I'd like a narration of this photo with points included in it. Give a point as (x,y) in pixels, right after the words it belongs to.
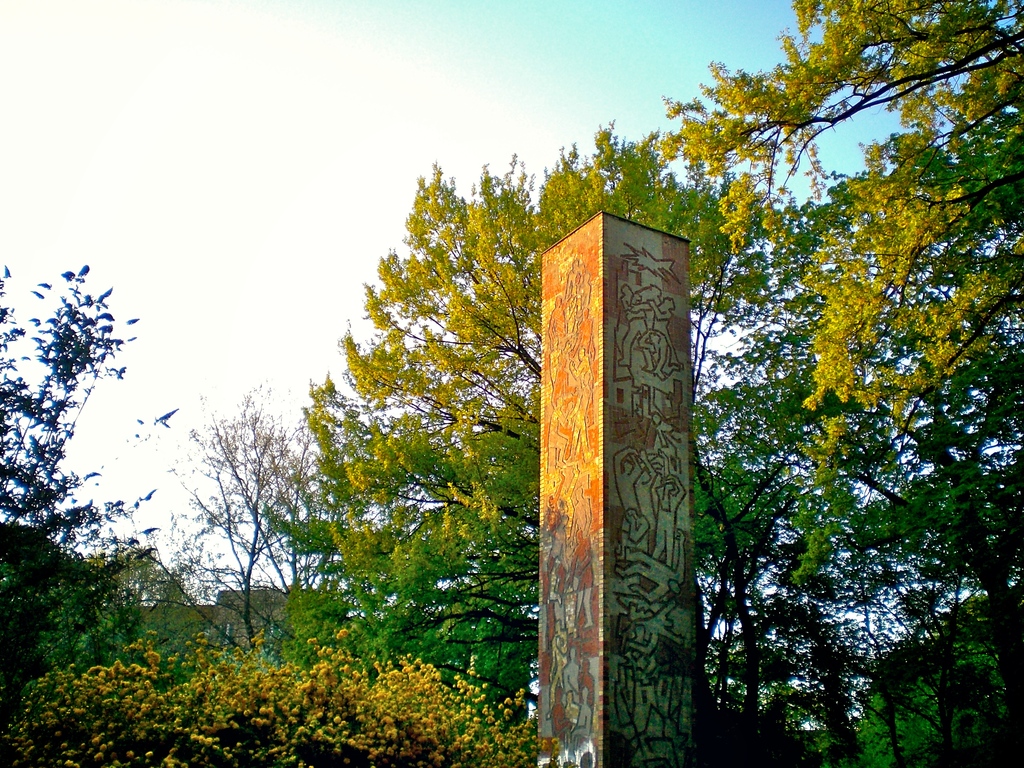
In this picture we can see a pillar (612,662) in the middle (642,490), in the background (805,620) there are some trees (344,577), we can see the sky (202,115) at the top of the picture (199,103).
